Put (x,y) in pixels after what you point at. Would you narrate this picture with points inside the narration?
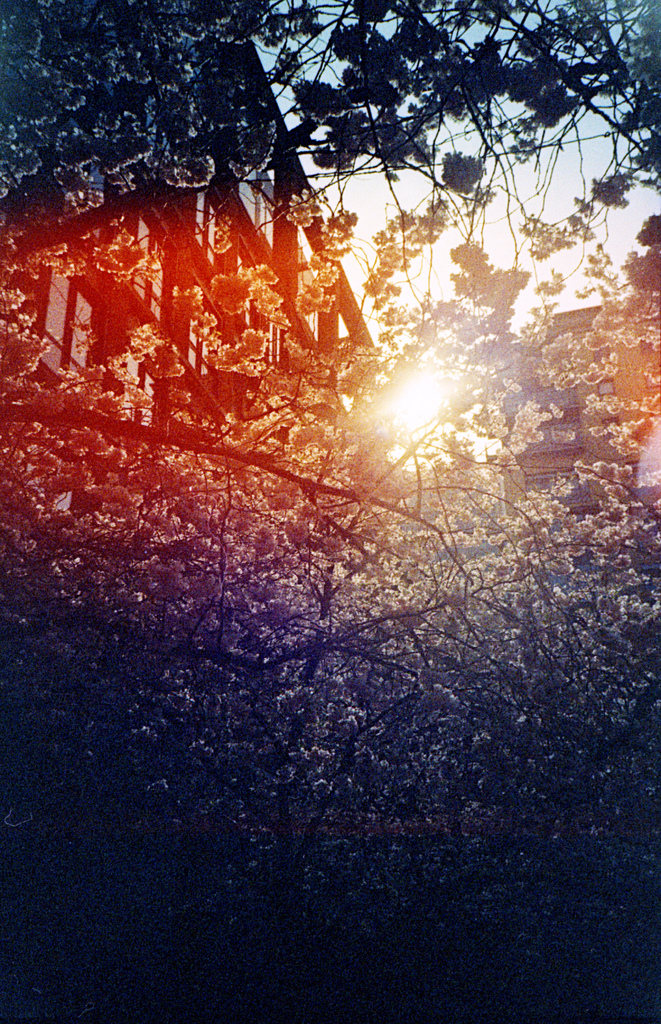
This image consists of trees (292,604). In the middle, there is a sun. At the top (535,176), there is a sky (521,198).
